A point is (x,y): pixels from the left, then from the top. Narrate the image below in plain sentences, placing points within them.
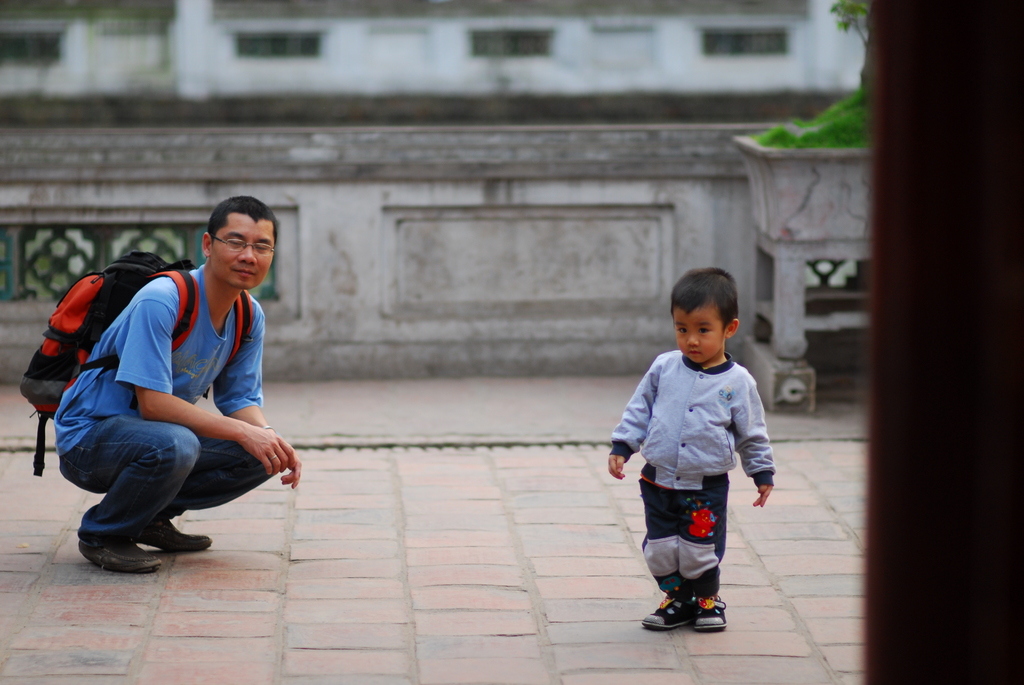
In this picture I can see a man (184,354) and a boy (632,410), man (242,424) wore a backpack (73,355) and I can see a plant (870,32) in the pot (780,236) on the right side of the picture (799,181) and I can see building (405,38) in the back (406,58).
